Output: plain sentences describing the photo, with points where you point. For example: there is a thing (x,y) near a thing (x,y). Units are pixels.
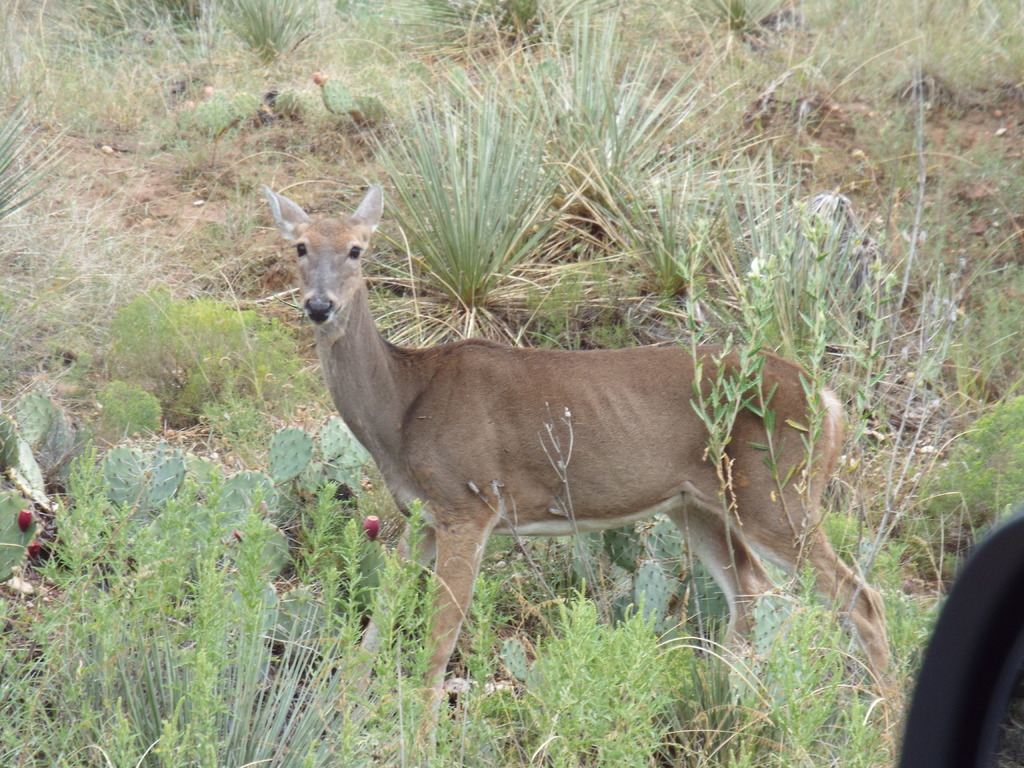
In this image there is a deer (454,349), behind the deer (460,544) there's grass (680,312), on the bottom right of the image (968,674) there is an object (981,646).
